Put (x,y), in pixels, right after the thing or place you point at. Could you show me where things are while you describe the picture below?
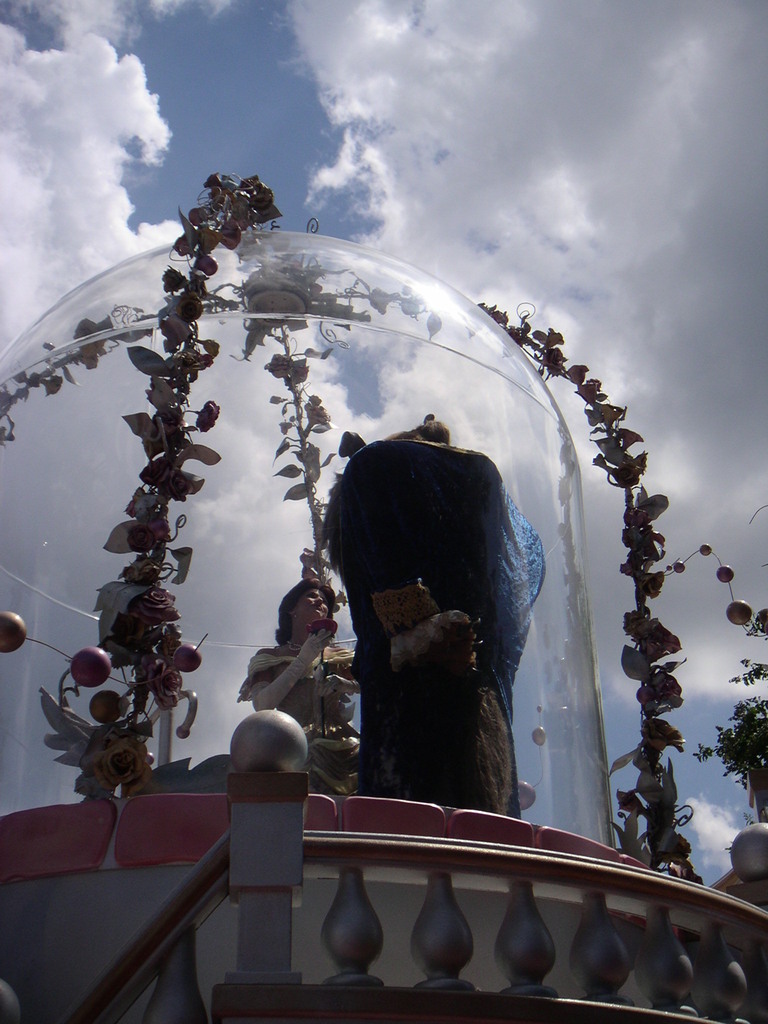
At the bottom of this image (601,972) there is a railing (381,986). Here I can see two statues (343,671) on the wall (46,889). Around the statues (388,693) there is a glass (225,664). On the glass (434,395), I can see the artificial creepers (189,403). In the background (453,140), I can see the sky (421,103) and clouds (538,116).
